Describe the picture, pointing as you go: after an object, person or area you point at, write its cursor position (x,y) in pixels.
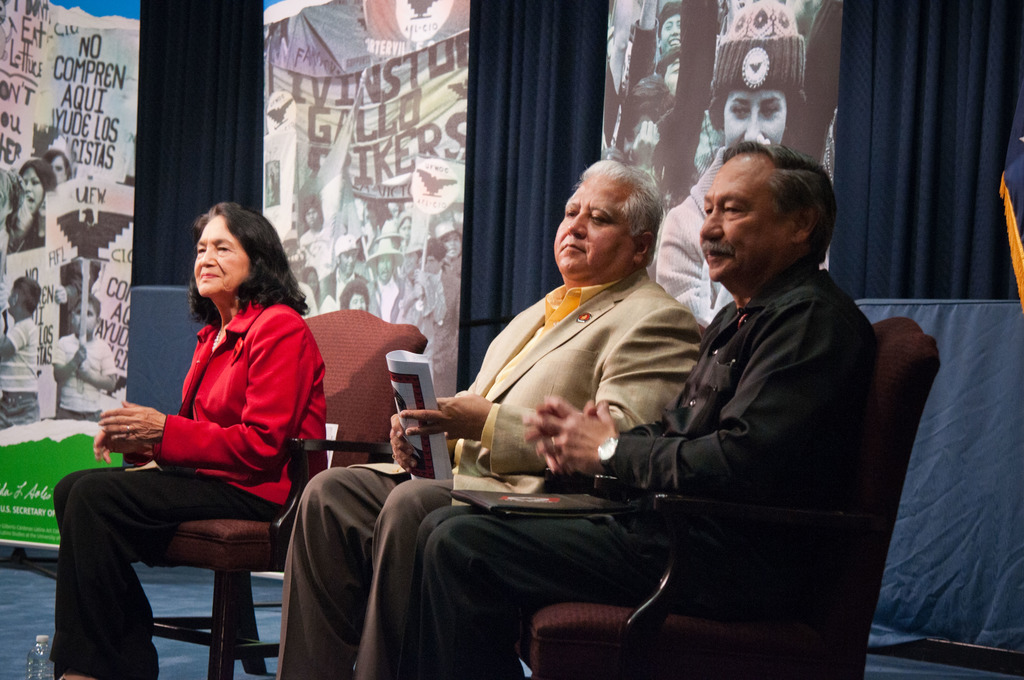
This image is taken on a stage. There are three persons (126,446) in this image. At the background (82,105) there are few posters (689,54) with text (320,53) and a curtain (503,74). In the right side of the image (692,598) a man (604,550) is sitting on a chair (659,585). In the left side of the image (295,371) a woman (218,386) is sitting on a chair (238,583) wearing a red colored coat (214,409). At the top of the image (370,85) there is a banner (372,67). At the bottom of the image (12,644) there is a floor (50,596) and a water bottle (39,649) on it. In the middle of the image (510,441) a man (287,635) is sitting on a chair (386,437) holding a book (428,455) in his hand (458,418).
